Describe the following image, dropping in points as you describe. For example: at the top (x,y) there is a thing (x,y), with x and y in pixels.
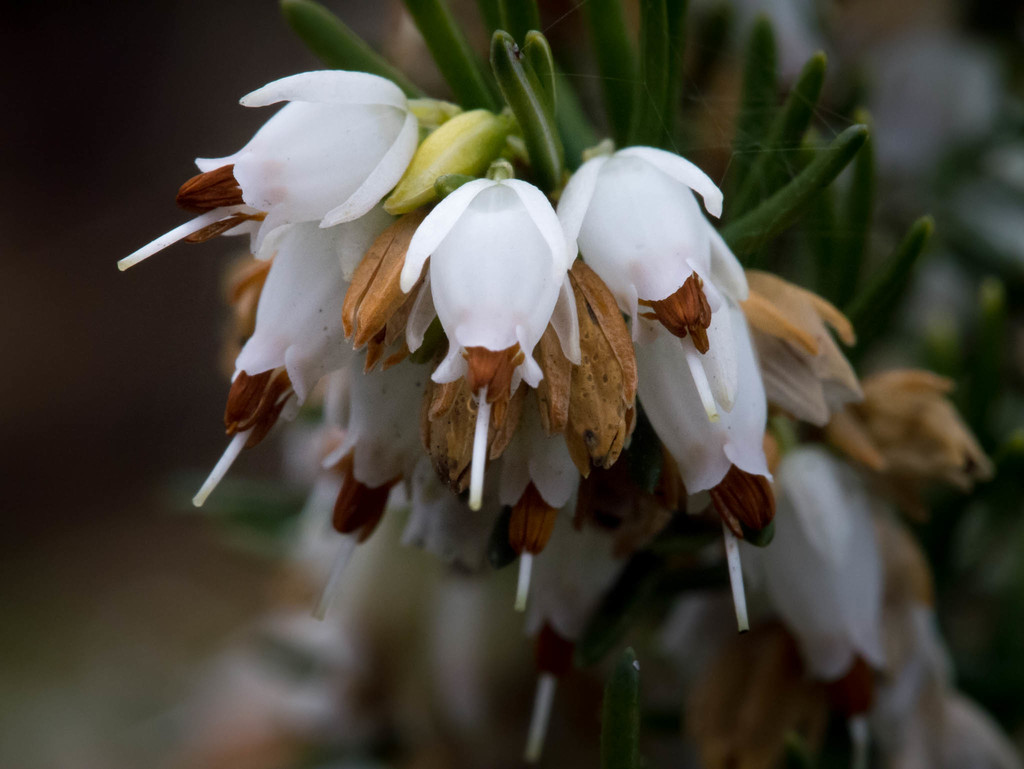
In this picture there is a flower (257,356) in the image.
